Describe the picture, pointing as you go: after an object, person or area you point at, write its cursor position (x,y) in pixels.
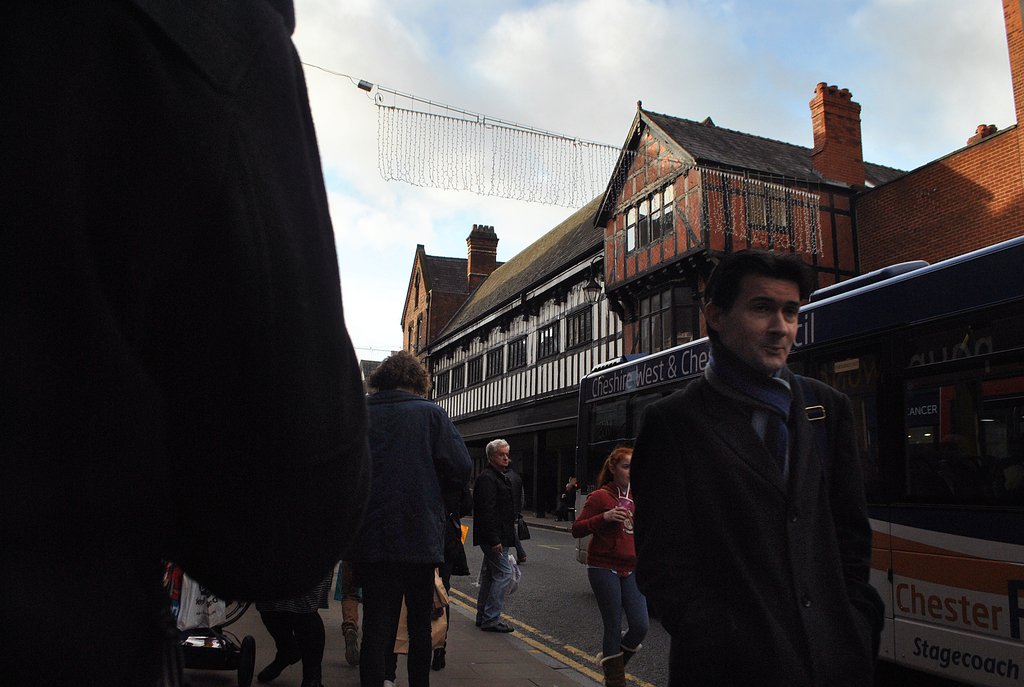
In the center of the image (429,455) there are people (696,677) walking on the road (663,650). In the background of the image (639,305) there is a building (519,270). There is sky (538,25). There is a wire (540,133) at the top of the image (539,174). To the right side of the image (868,294) there is a bus (962,652). To the left side of the image (323,330) there is a person (25,642).
